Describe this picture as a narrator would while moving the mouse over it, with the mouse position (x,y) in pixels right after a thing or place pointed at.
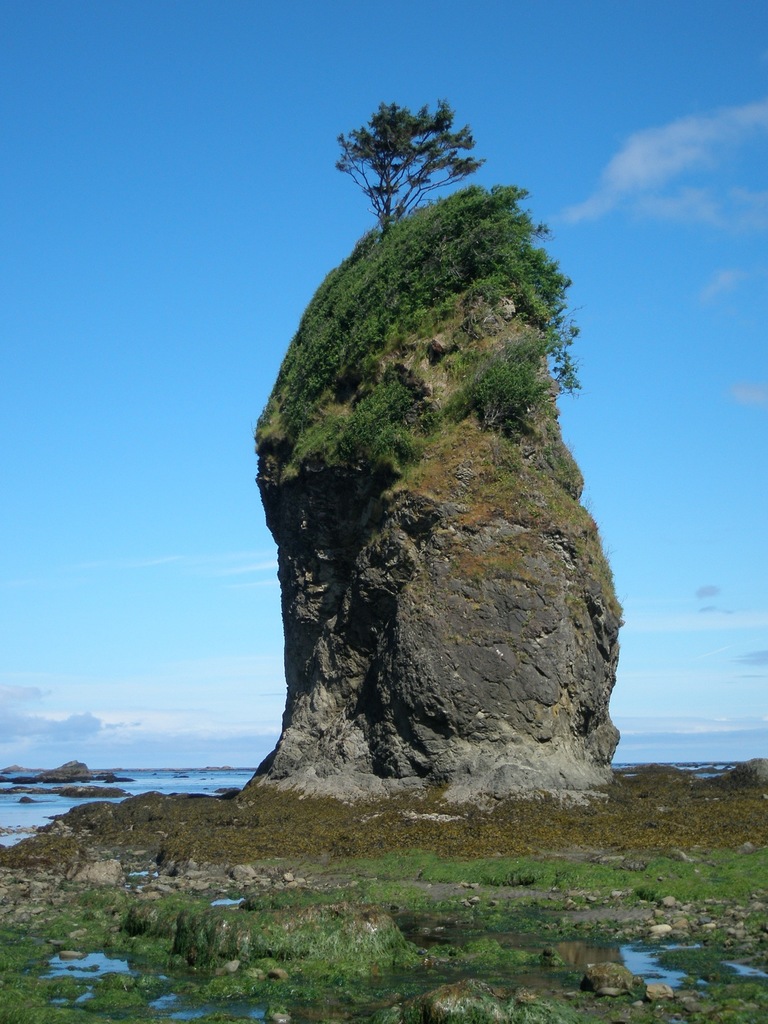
In this picture we can see water (67,969), some stones (477,898), rock (477,773) and on this rock (477,773) we can see a tree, plants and we can see sky (190,615) in the background (207,511).
